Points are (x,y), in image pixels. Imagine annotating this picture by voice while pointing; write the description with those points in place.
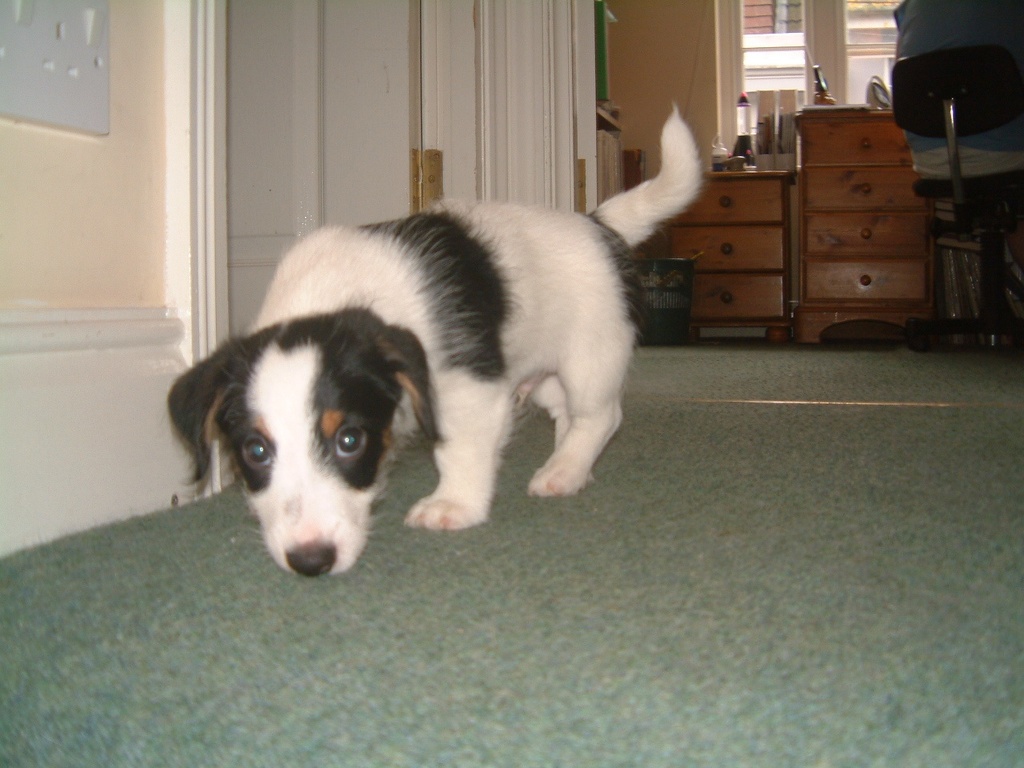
In this picture there is a puppy (560,282) in the center of the image (348,500), on a rug (769,384) and there are cupboards (721,227) and doors (389,205) in the background area of the image (502,159), there is a window (811,61) at the top side of the image (793,12) and there is a person (1017,16) on the chair (972,73) in the top right side of the image (1017,47).
